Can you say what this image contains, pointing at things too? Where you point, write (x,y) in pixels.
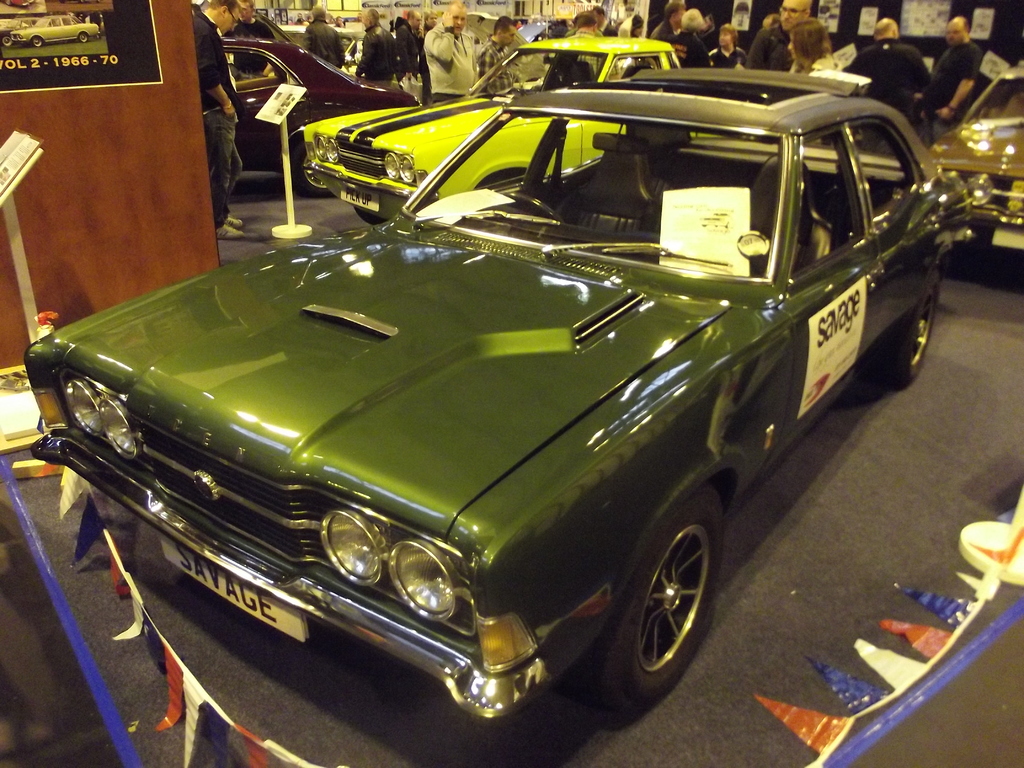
Here we can see vehicles (573,251). In-front of these vehicles (331,151) there are information boards (16,168). Poster (134,44) is on the wall (182,47). Background (981,31) there are posters (929,22) and people (725,42). In-front of this car (307,377) there are flags (927,591).
